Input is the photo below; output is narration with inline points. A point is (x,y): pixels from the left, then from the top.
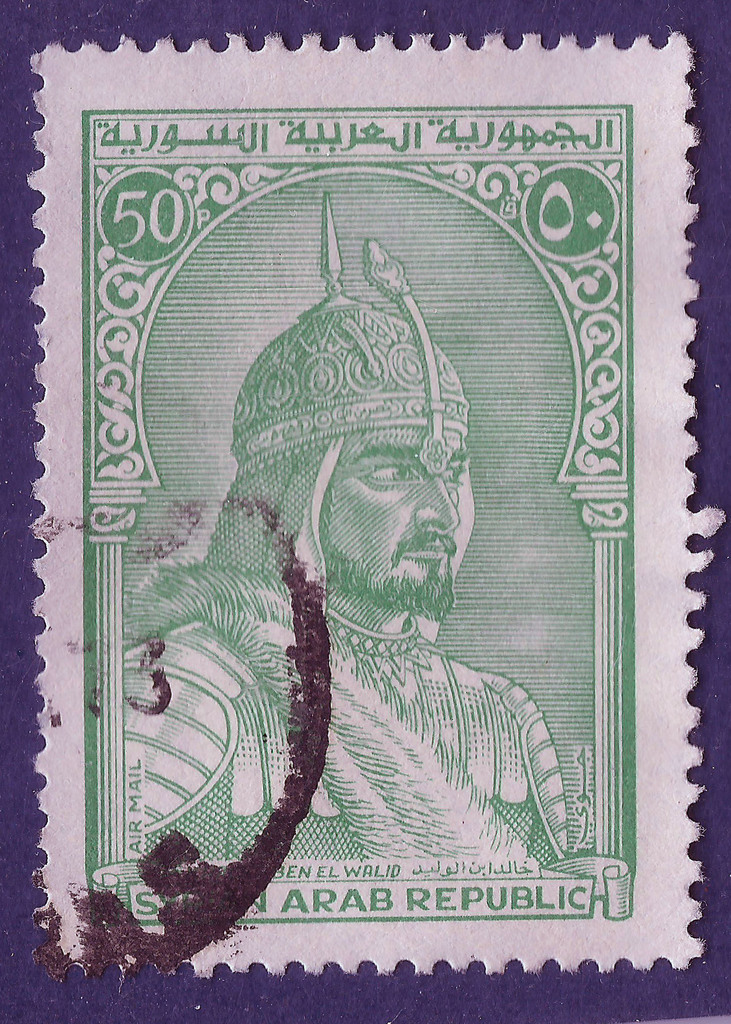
In this picture we can see a postage stamp (305,657) of a person (336,565) and on the postage stamp (323,438) it is written something.
